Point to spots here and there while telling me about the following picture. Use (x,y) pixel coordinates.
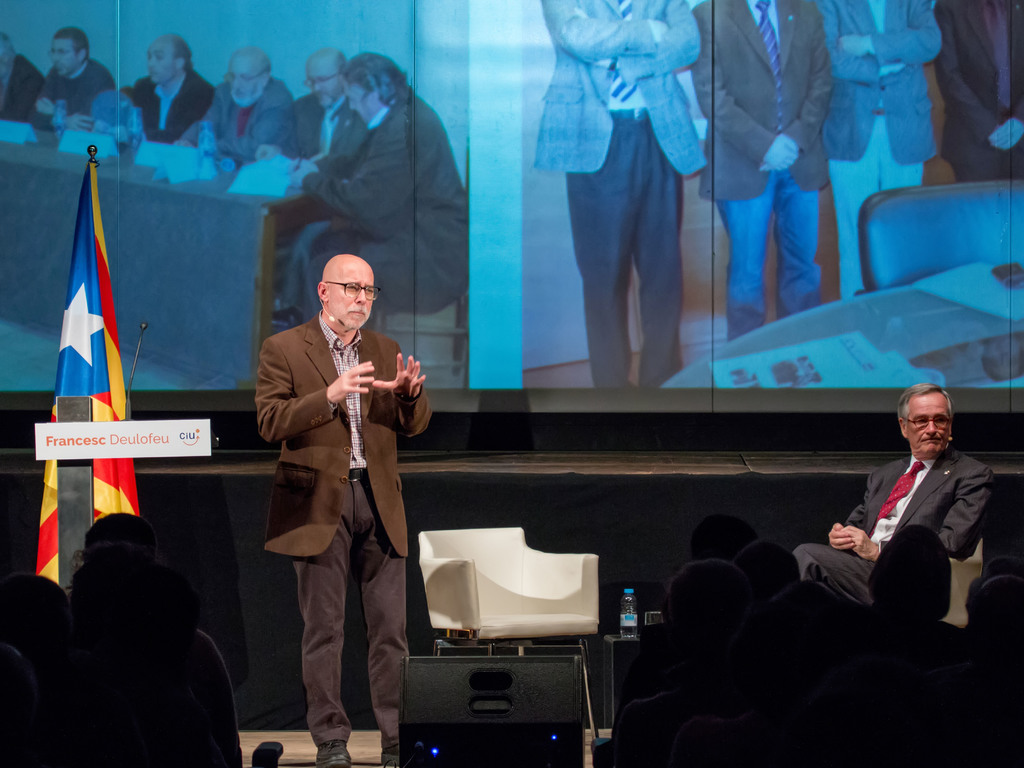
On the left side (316,469), there is a person (320,293) in a suit (319,482), wearing a spectacle (362,289), standing and speaking. Beside him, there is a name board (175,451) attached to a pole (63,398), there is a flag (129,512) and chair (512,599) arranged. On the right side (945,485), there is a person (918,449) in a suit (940,466), sitting on a chair (974,569), persons (775,653) sitting and there is a bottle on a stool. Beside these persons (647,642), there is an object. In the background (696,271), there is a screen (545,66) arranged. In this screen (247,106), there are two images (695,100) of the persons (891,53).
